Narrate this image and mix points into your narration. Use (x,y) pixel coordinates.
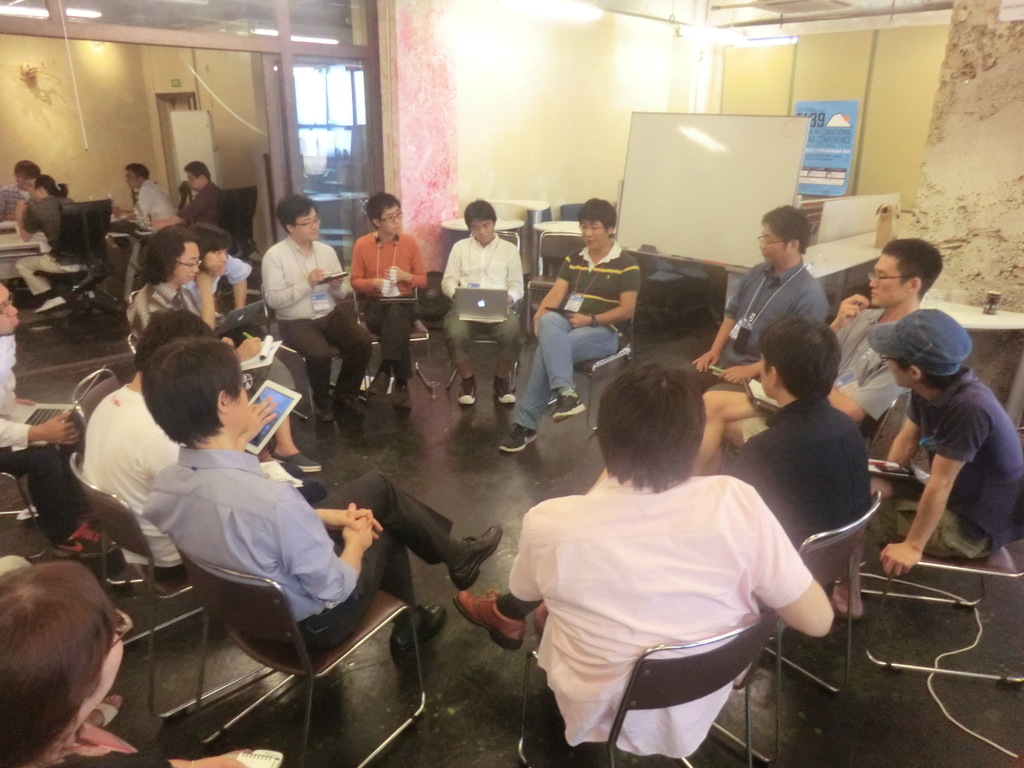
In this image we can see a few people (236,566) sitting on the chairs (172,593), among them some are holding the objects (258,441), also we can see the boards (689,243) and a table (959,318) with glasses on it, there are some lights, poster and the wall (20,133).
